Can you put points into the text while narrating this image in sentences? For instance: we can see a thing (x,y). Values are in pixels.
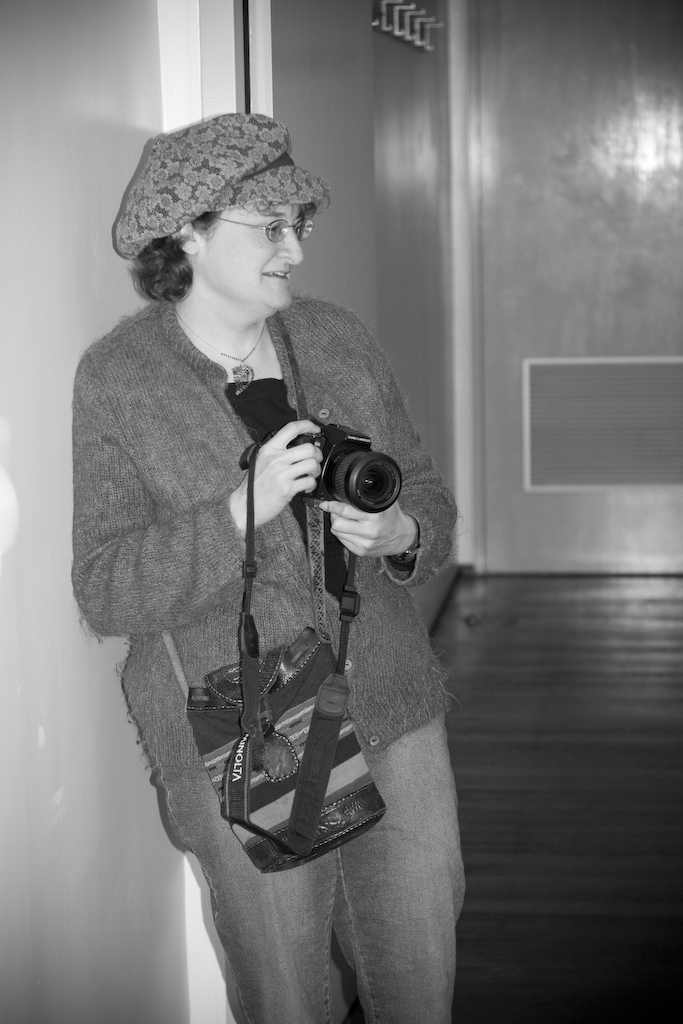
This is a black and white picture. In this picture we can see a woman (293,244) wearing spectacles (270,239) and a cap (238,181). She is holding a camera (391,497) in her hands (257,504) and a bag (318,605) hangs from her.
